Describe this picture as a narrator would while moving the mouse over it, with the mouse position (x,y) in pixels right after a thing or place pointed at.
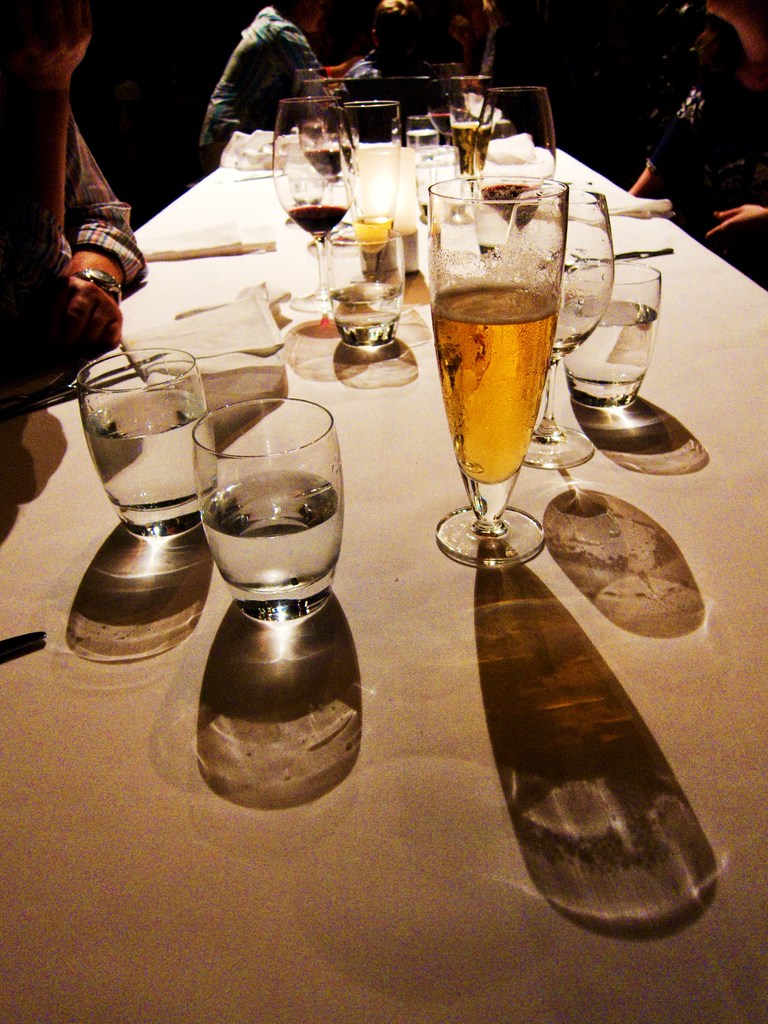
In this picture we can see few persons (391,63) in front of a table (667,323) and on the table (384,532) we can see glasses (323,486) with drinks (297,497) in it and also tissue papers (260,323). We can see spoon (635,253).
